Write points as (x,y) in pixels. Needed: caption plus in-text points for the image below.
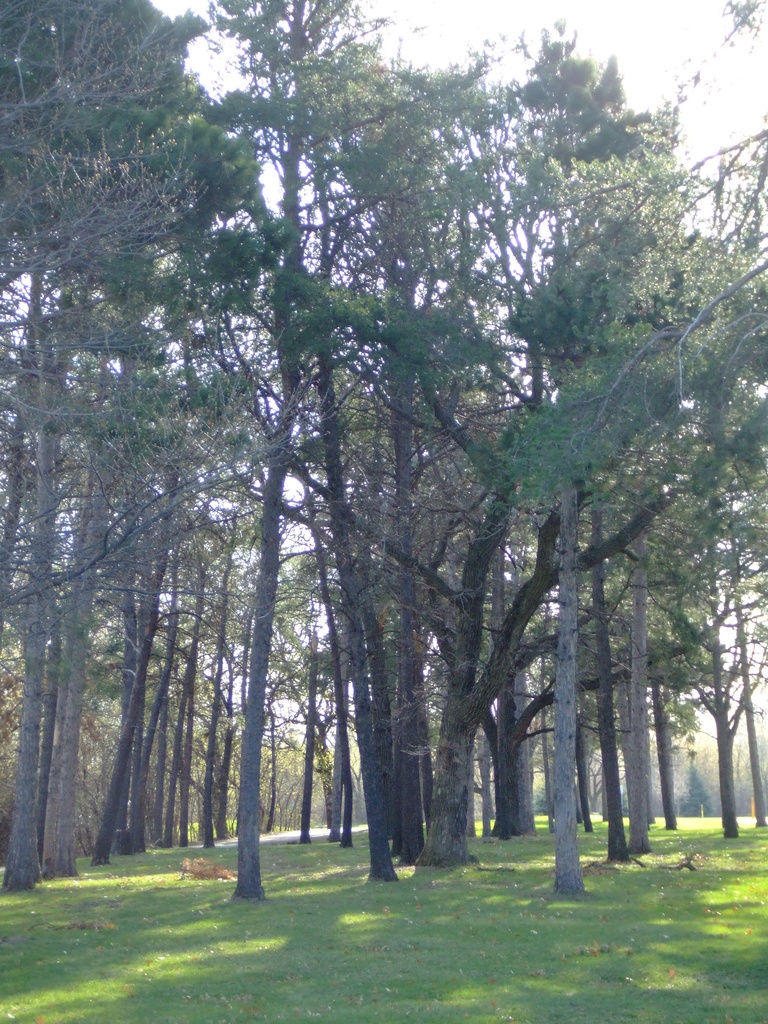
In this image I can see the ground (484,886), some grass (494,938) on the ground (547,945) and few trees (510,537) which are green, brown and ash in color. In the background (626,104) I can see the sky (208,94).
